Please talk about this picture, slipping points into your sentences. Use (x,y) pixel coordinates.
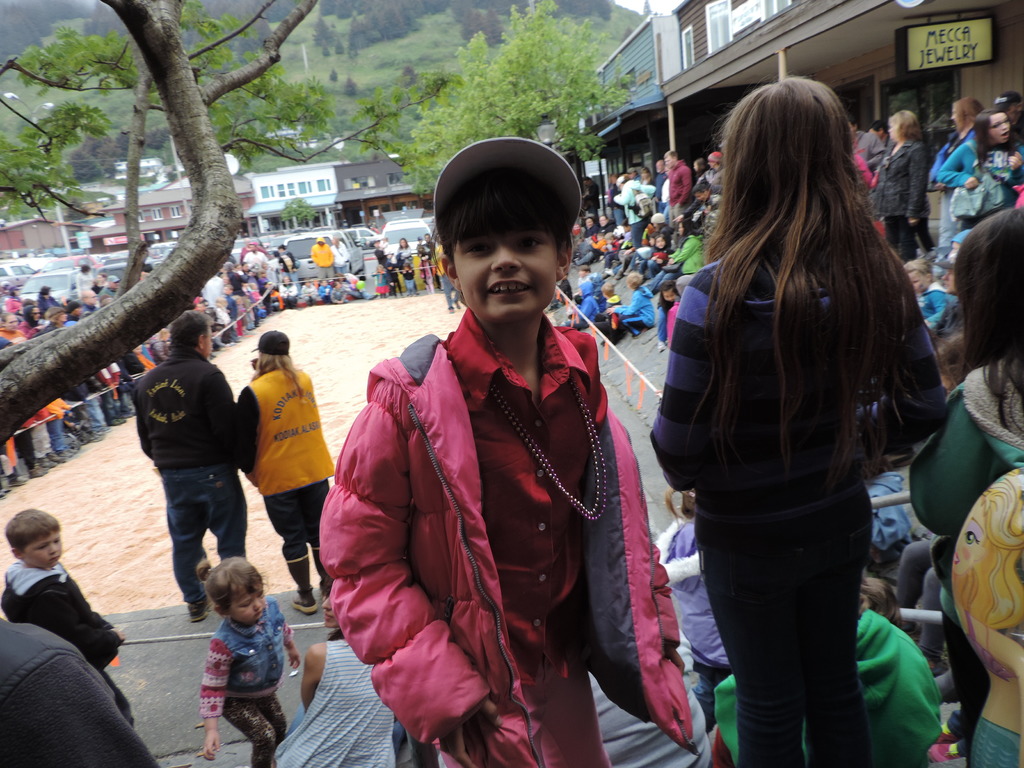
In this image I can see group people (428,723), some sitting and some are standing. In the background (319,237) I can see few vehicles (423,237), trees (530,117) in green color and I can also see few buildings (316,174) in white, gray and brown color.
